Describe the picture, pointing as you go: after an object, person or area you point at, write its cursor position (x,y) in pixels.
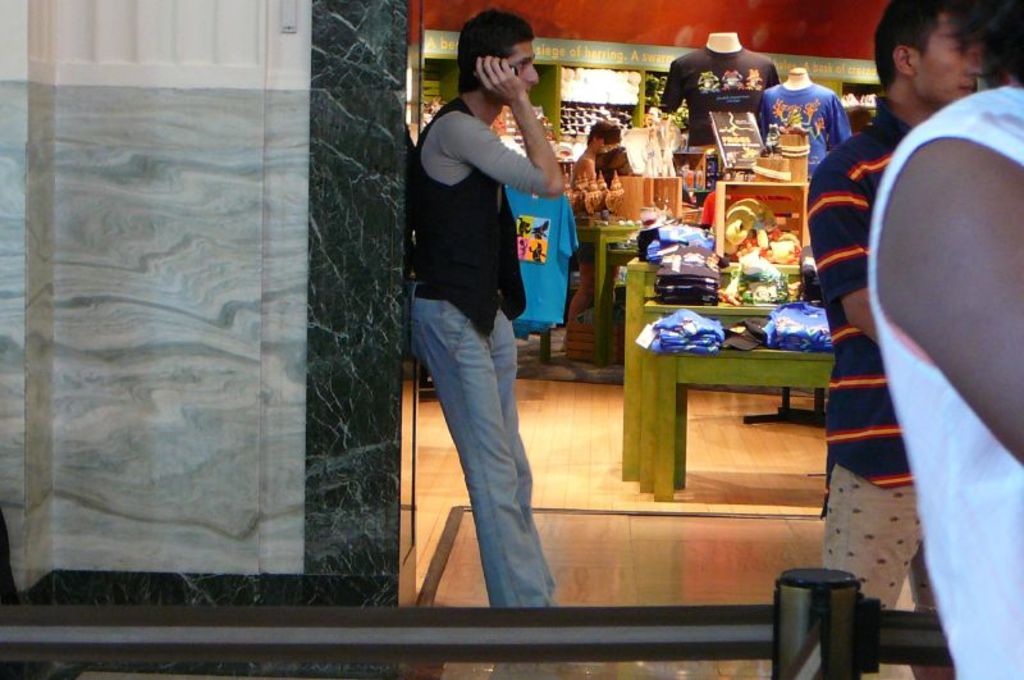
In this picture we can see three persons (870,362) in the front (440,296), on the left side (108,352) there is a wall (104,348), we can see a store (814,125) in the background (803,103), there are some clothes (789,109) and a board (672,53) in the store (695,76), we can see some text (616,58) on the board (794,63).
